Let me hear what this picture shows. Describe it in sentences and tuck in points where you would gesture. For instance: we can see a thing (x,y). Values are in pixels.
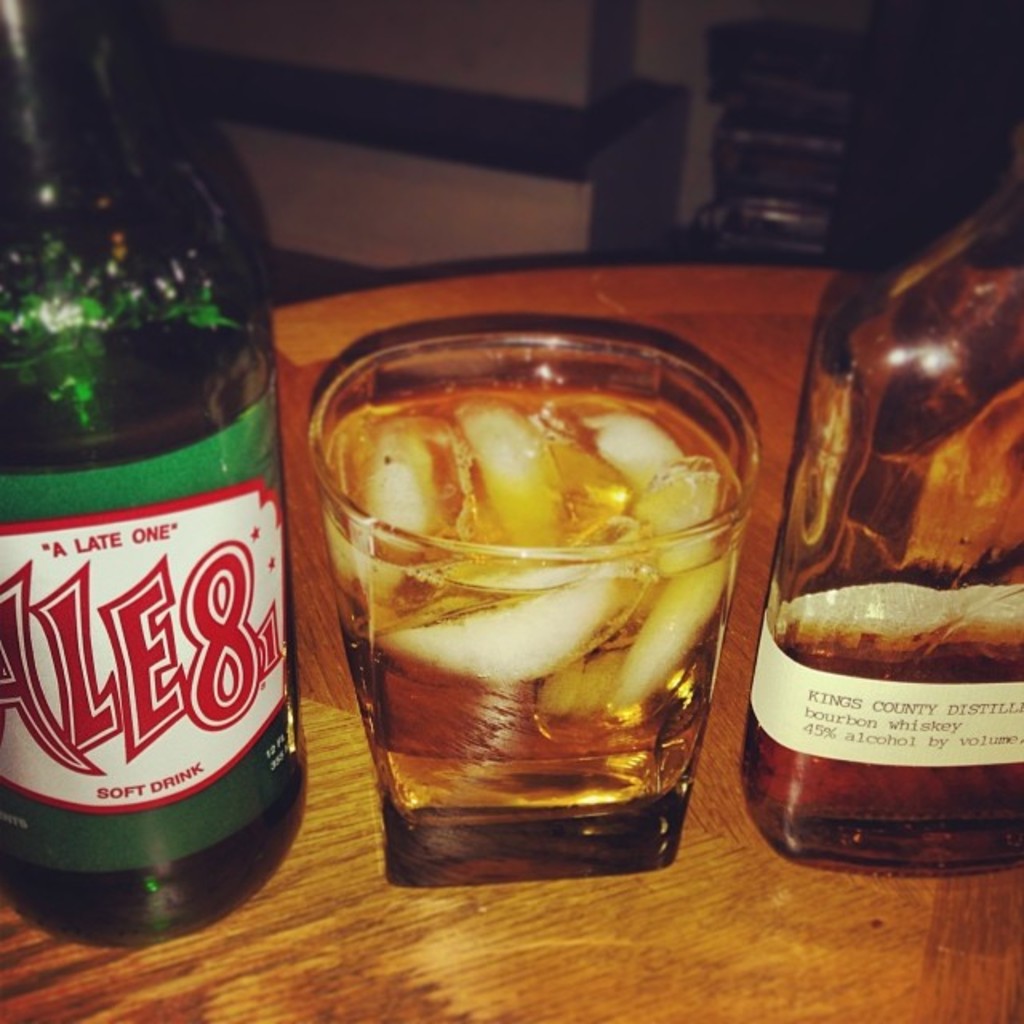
in this image, In the middle (662,576) there is a table (570,924) on that there are two bottles (922,333) and one glass (605,458).
